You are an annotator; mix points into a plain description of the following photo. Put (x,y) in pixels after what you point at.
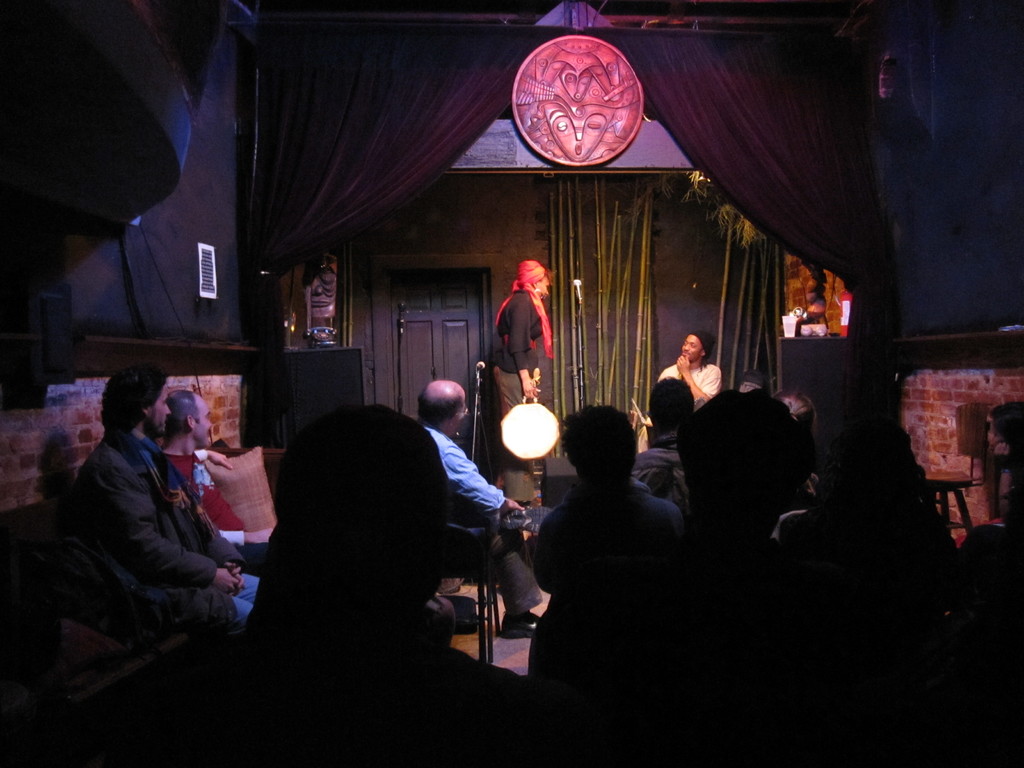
In this picture we can see people (617,538) sitting in the front (481,523). Behind there is a small drama show and two people (526,369) are acting. Above we can see the maroon curtain (711,180) and door (418,343).
